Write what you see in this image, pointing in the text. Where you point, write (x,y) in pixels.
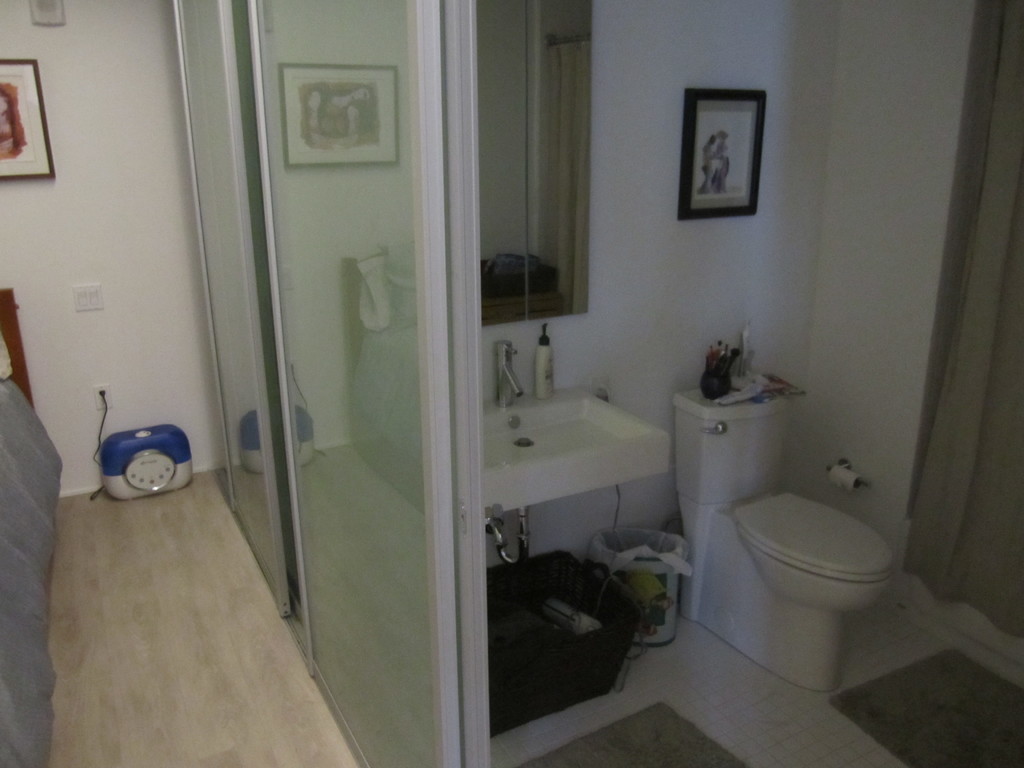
In this image on the right side (768,460) there is toilet (833,599), wash basin (586,473), box (562,645), shampoo bottle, photo frame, mirror (537,263), curtain (959,481), tissue roll (846,483) and objects (722,392). At the bottom (782,716) there is floor (835,708) and door mats (664,726) and in the center (357,473) there are glass doors (362,309), and on the left side (53,480) there is a bed (31,520) and some machine (128,476), floor (200,707), photo frame (2,82), switch boards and wall (117,348).
